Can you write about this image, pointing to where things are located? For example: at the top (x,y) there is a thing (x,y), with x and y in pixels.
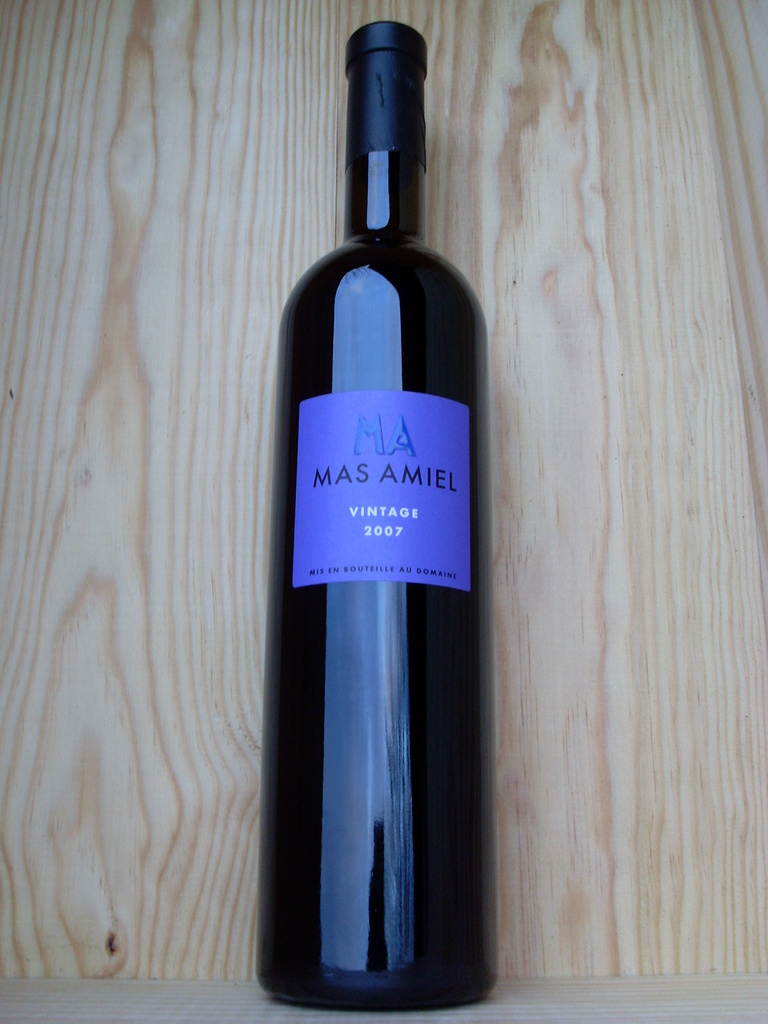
This image consists of a wine bottle (491,737). On which there is a sticker (372,564) in blue color. It is kept in a wooden rack (329,34).
